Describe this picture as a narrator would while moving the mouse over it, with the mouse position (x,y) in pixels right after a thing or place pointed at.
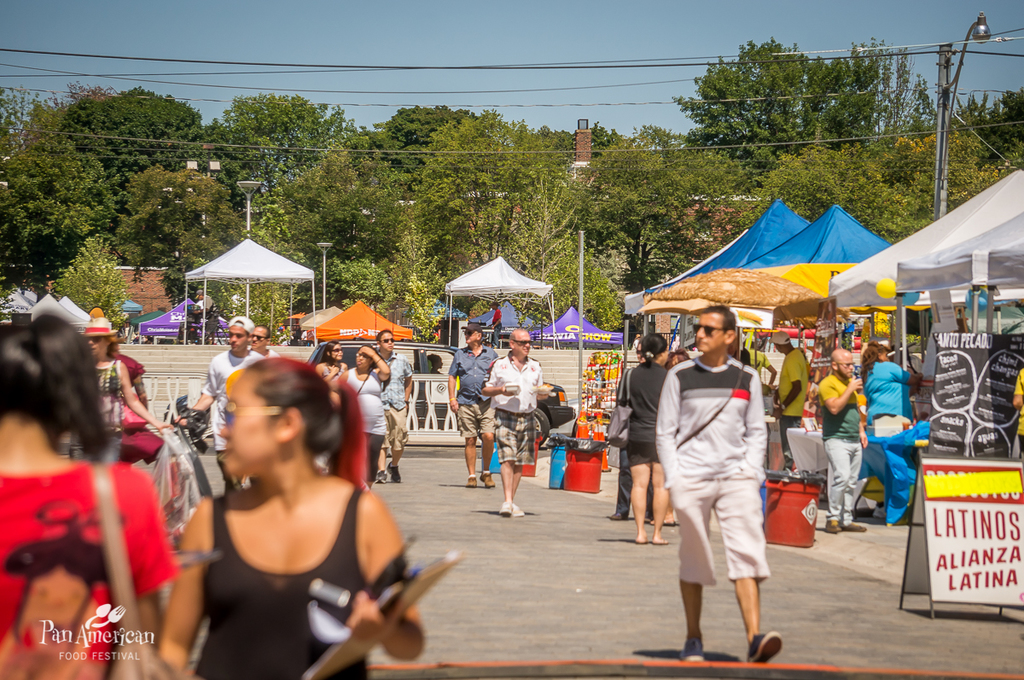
In this image there is a road (426,463) on which there are so many people (364,525). On the right side (712,294) there are tents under which there are shops (978,425). In the background (565,155) there are trees (407,190). On the right side (938,155) there is a pole (945,106) to which there is a light (986,38). At the top (356,106) there are wires (331,103).
